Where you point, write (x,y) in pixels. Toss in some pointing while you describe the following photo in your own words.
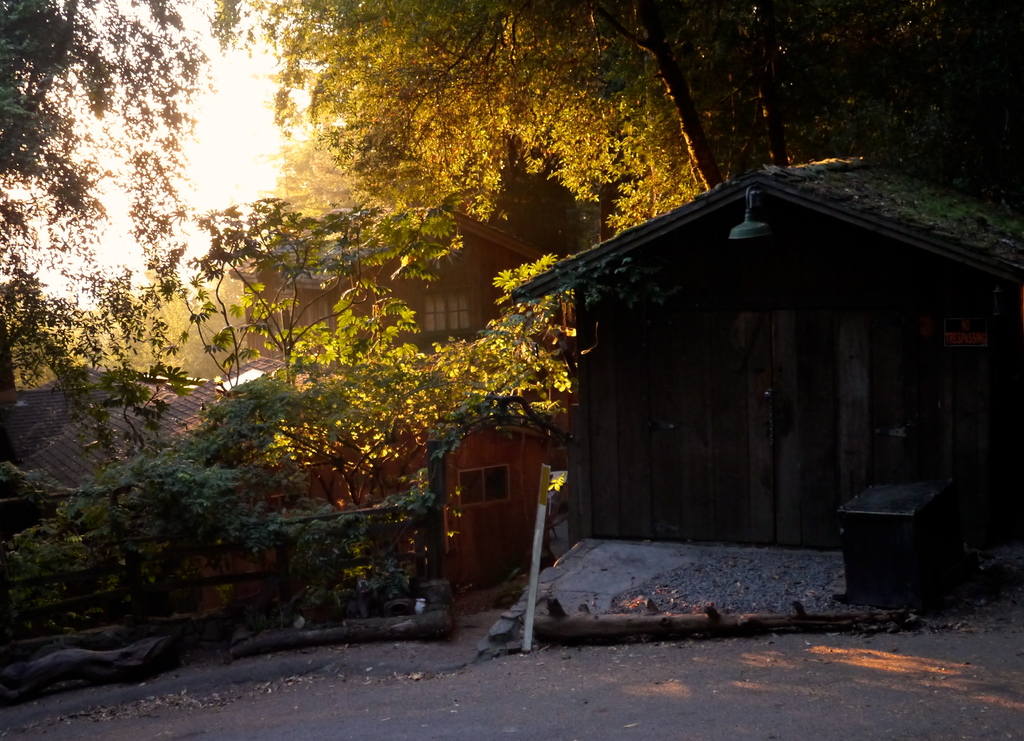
In this picture we can see a room (827,438) on the right side (834,470), there are some trees (382,236) here, we can see the sky (196,168) at the top of the picture (198,64), we can see some wood (594,628) here.
